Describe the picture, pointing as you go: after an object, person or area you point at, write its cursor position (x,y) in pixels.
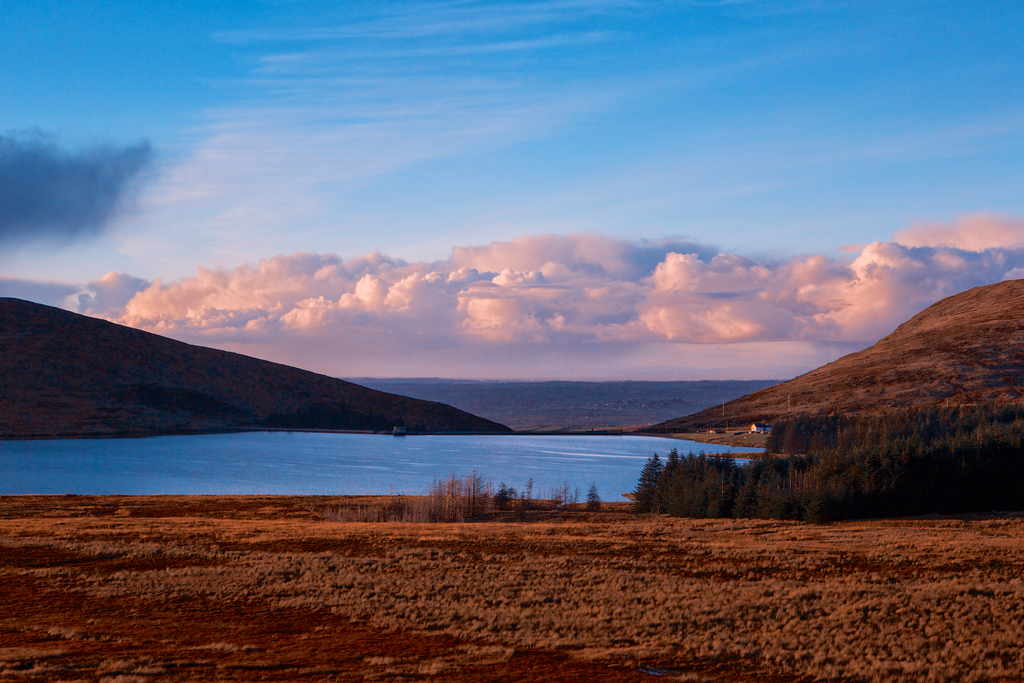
In this image we can see the ground (306,611), trees (905,472), water (176,448), hills (974,358) and the sky (831,150) with clouds (1001,249) in the background (632,305).
